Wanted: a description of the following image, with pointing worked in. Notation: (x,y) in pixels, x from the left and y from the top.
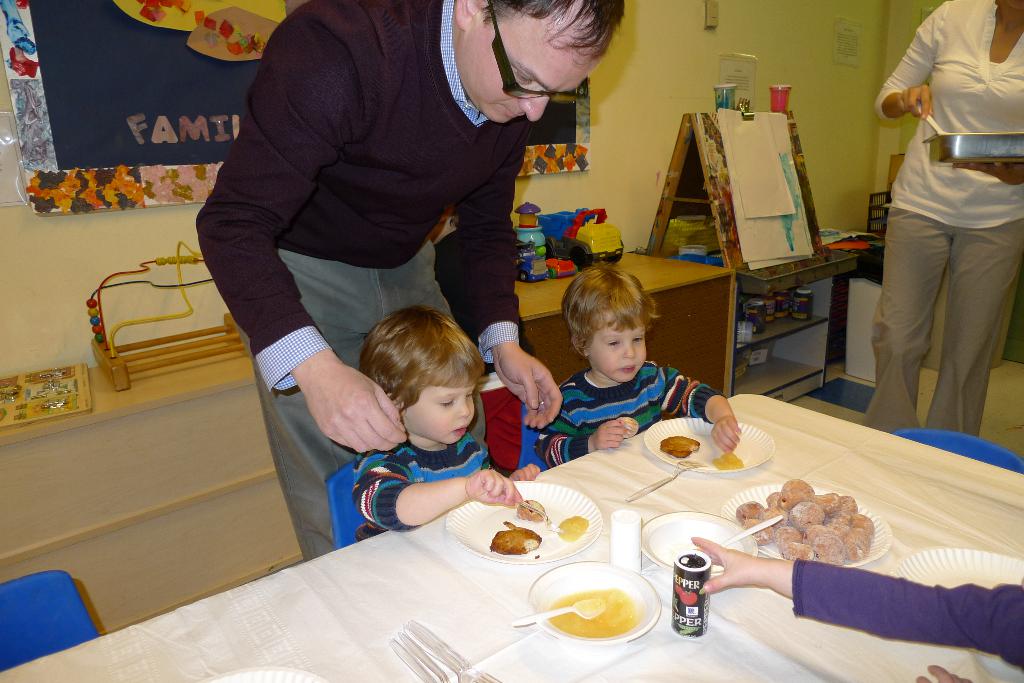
In this picture I can see food items (845,547) on the plates (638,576), there are spoons (545,614), forks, tin (676,594) and a napkin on the table (723,510), there are chairs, there are two persons (962,187) standing, a person (978,107) holding a tray (964,152) and an item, there are two kids (424,438) sitting on the chairs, and in the background (753,61) there is a board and papers (753,75) attached to the wall (723,49), there are toys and some other objects (213,349) on the cabinet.
